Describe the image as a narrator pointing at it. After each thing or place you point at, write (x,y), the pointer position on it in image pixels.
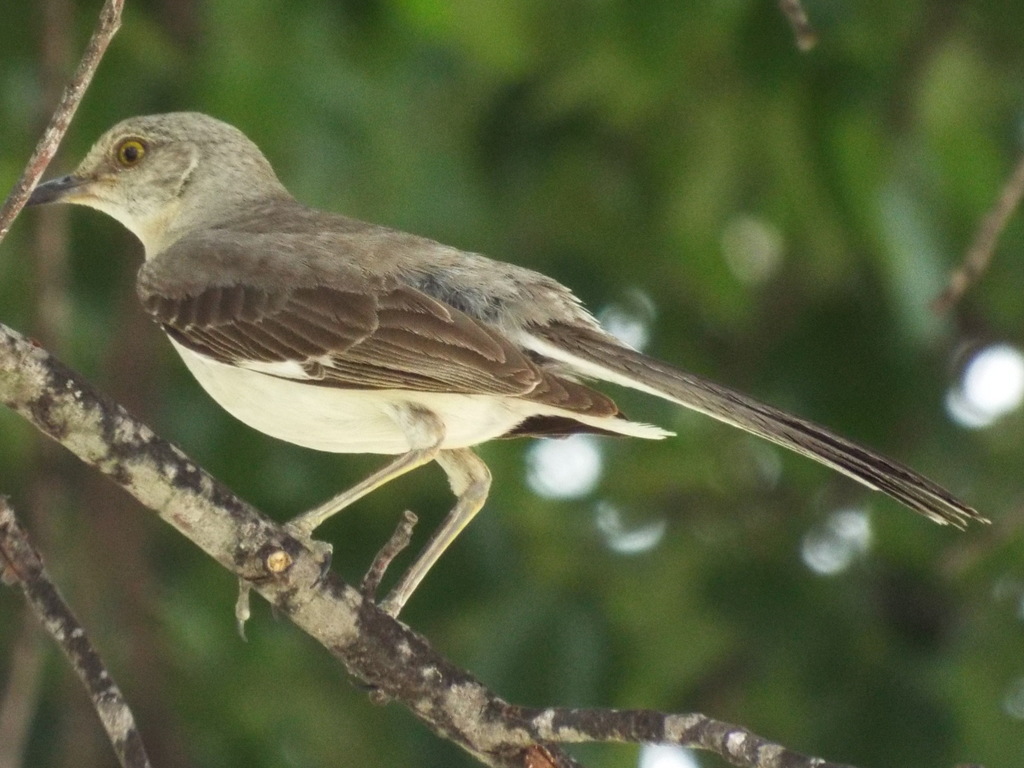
In this picture there is a bird (262,389) who is standing on the tree branch (53,376). In the background (907,289) it might be the tree (650,528) and I can see the blur image.
